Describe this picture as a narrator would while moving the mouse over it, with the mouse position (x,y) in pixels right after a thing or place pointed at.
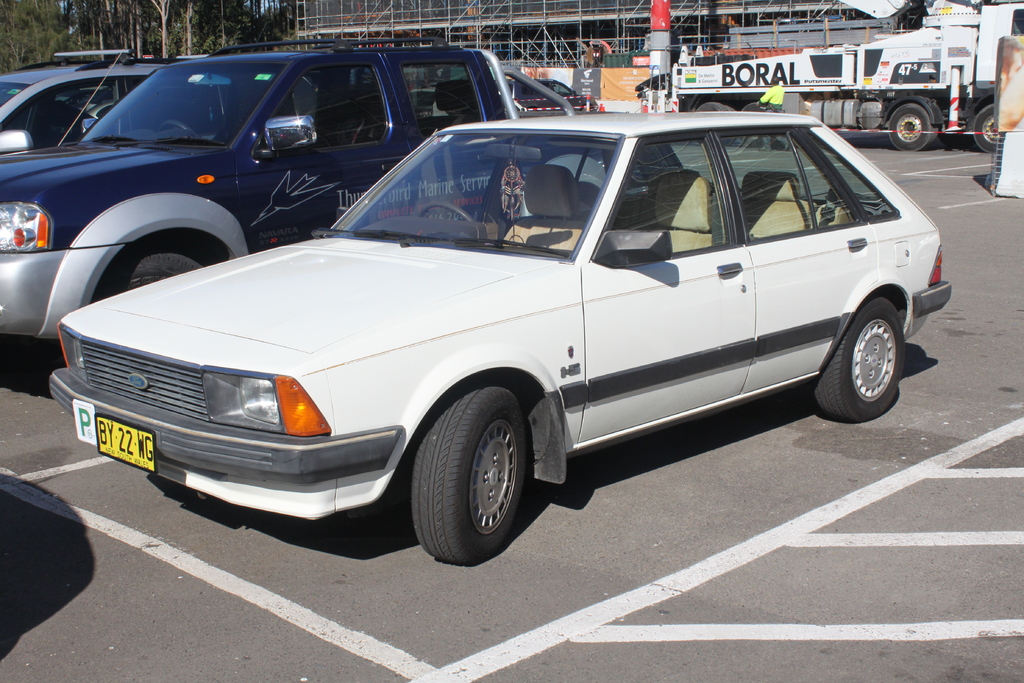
There are cars (440,309) in the foreground area of the image (558,252), there are vehicles (573,94), a building structure (559,56), trees (173,40) and the sky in the background (160,37).
